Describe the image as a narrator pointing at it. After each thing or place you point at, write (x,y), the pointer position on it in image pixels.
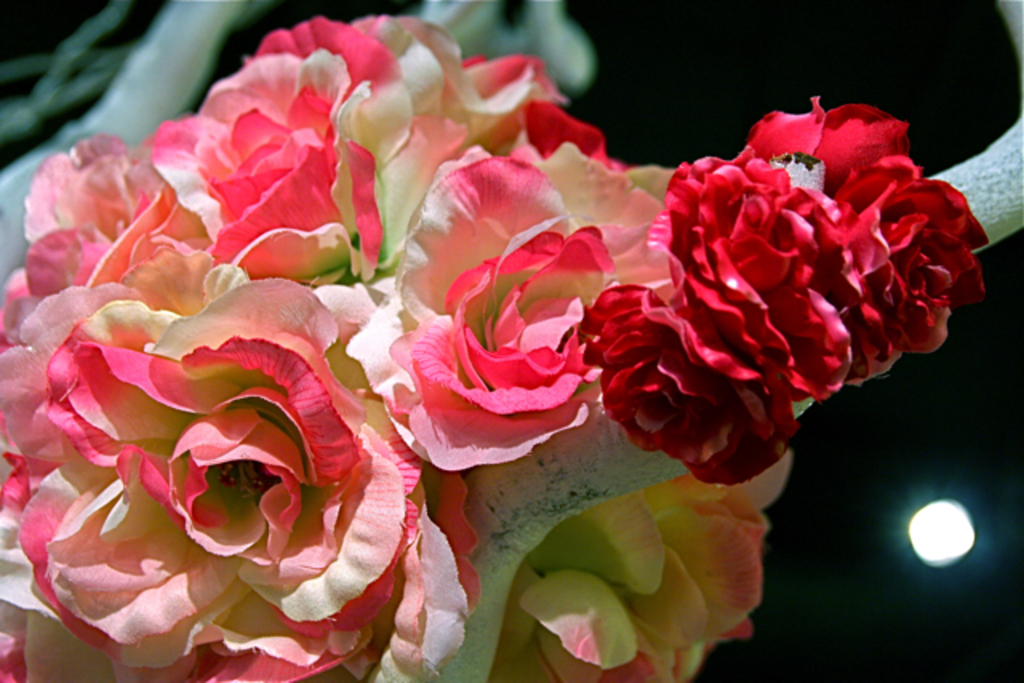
There are pink and red color roses (610,264) arranged. In the background (958,478), there is a light (949,503) and the background (941,370) is dark in color.
